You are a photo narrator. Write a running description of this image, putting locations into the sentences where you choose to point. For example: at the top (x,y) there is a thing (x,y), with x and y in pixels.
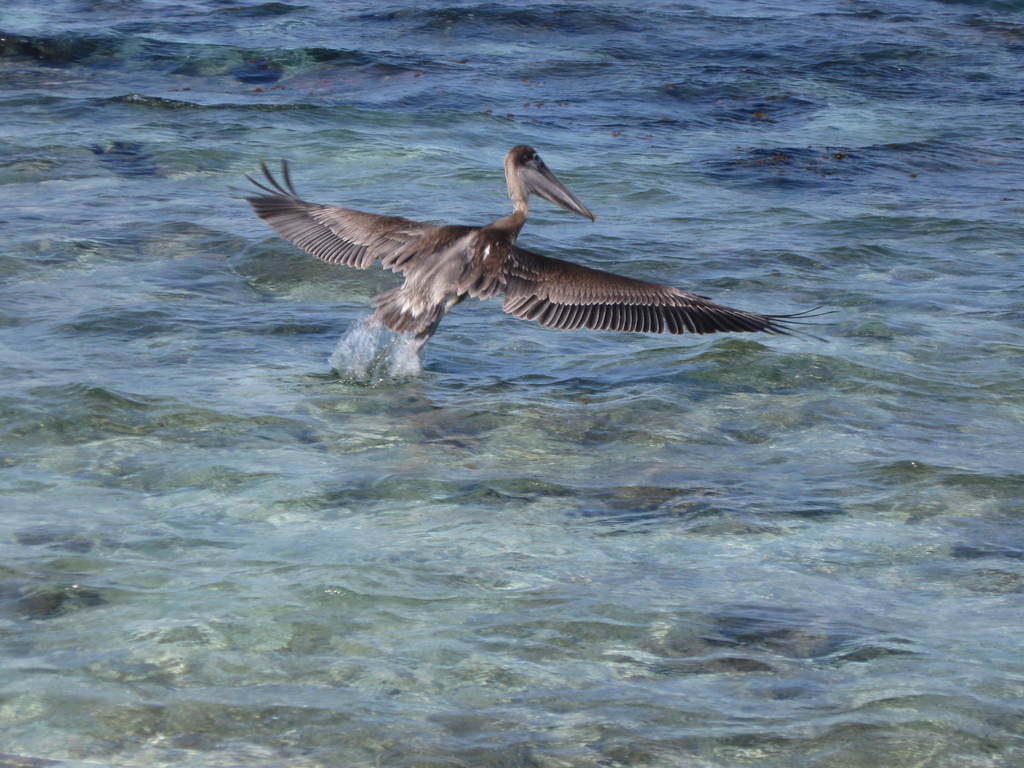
Here in this picture we can see a brown pelican (492,264) flying in air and we can see water (672,271) present all over there below it.
